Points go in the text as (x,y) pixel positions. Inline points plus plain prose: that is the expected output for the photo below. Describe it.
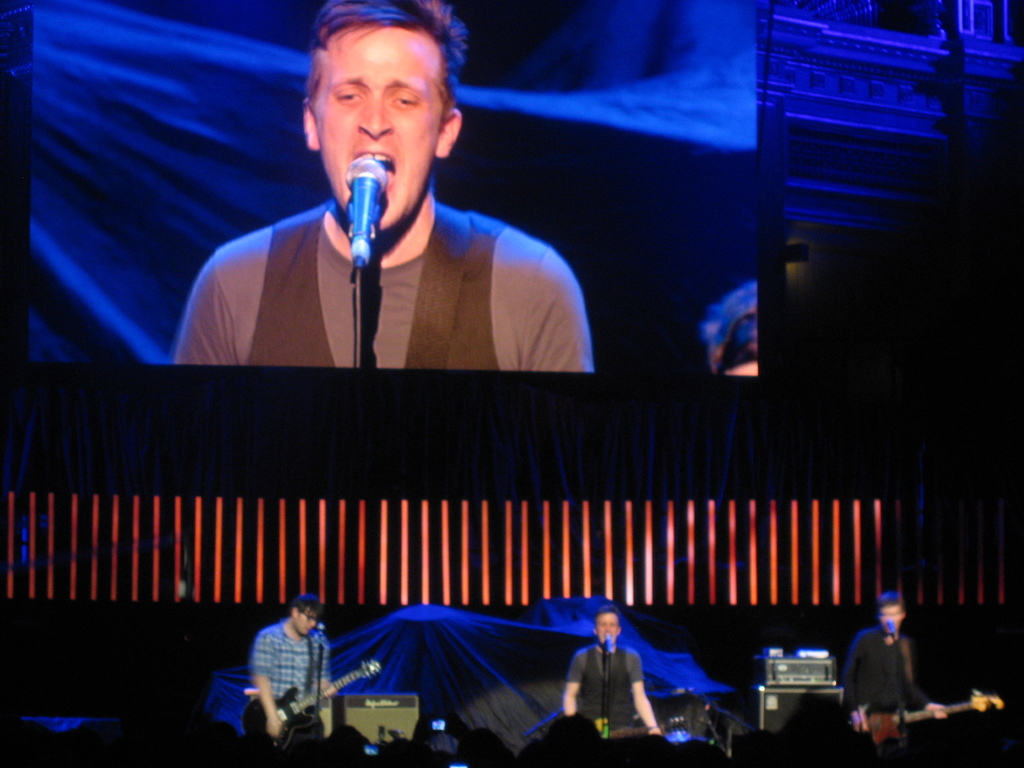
In this image we can see a person (341,207) on the display screen (432,246) and a mic (358,255) is placed in front of him. At the bottom of the image (873,672) we can see persons (875,652) standing and holding musical instruments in their hands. In front of them mics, speakers (792,695) and music systems (372,722) are placed.
